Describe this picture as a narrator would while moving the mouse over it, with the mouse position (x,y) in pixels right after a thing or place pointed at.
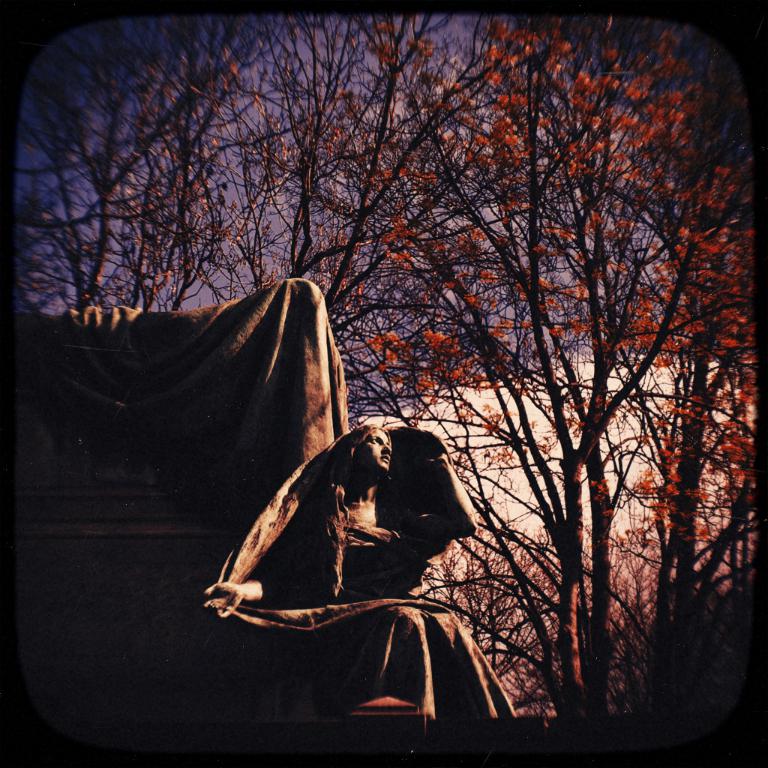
In this picture there is a statue (337,531) of a woman (358,550) and there are trees (441,163) which has orange color flowers (487,163) on it in the background (449,178).
